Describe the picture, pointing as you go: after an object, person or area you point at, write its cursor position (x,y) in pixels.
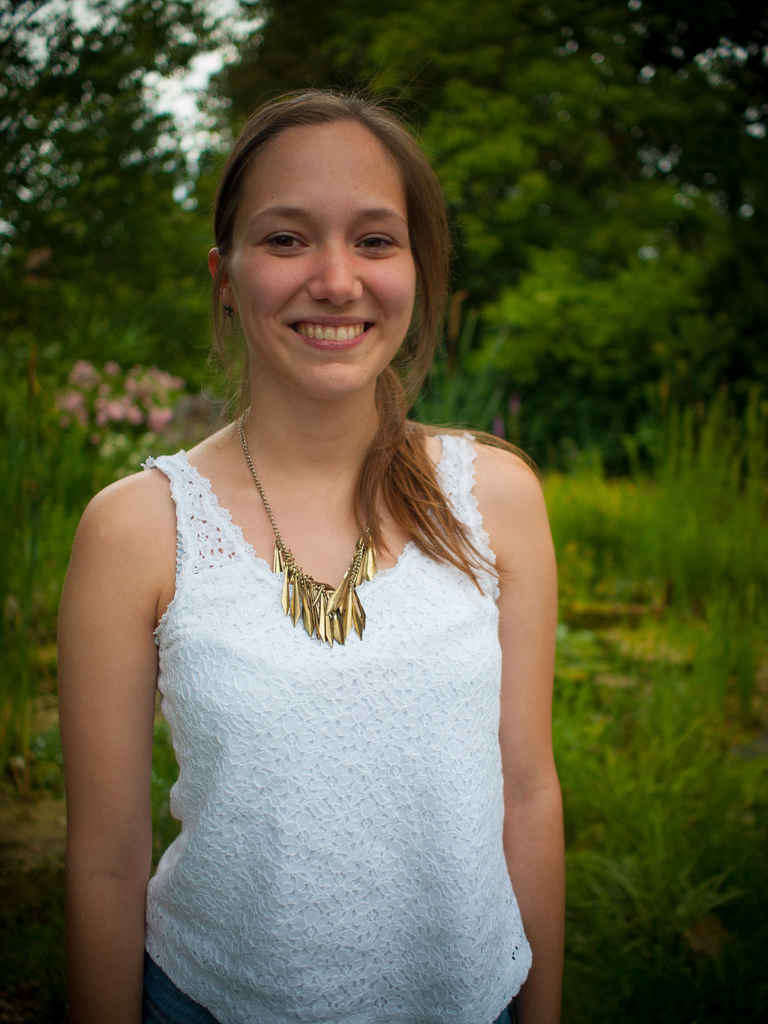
In this image, there is a person (493,513) smiling in front of trees (532,119). This person (346,329) is wearing clothes (360,796).
